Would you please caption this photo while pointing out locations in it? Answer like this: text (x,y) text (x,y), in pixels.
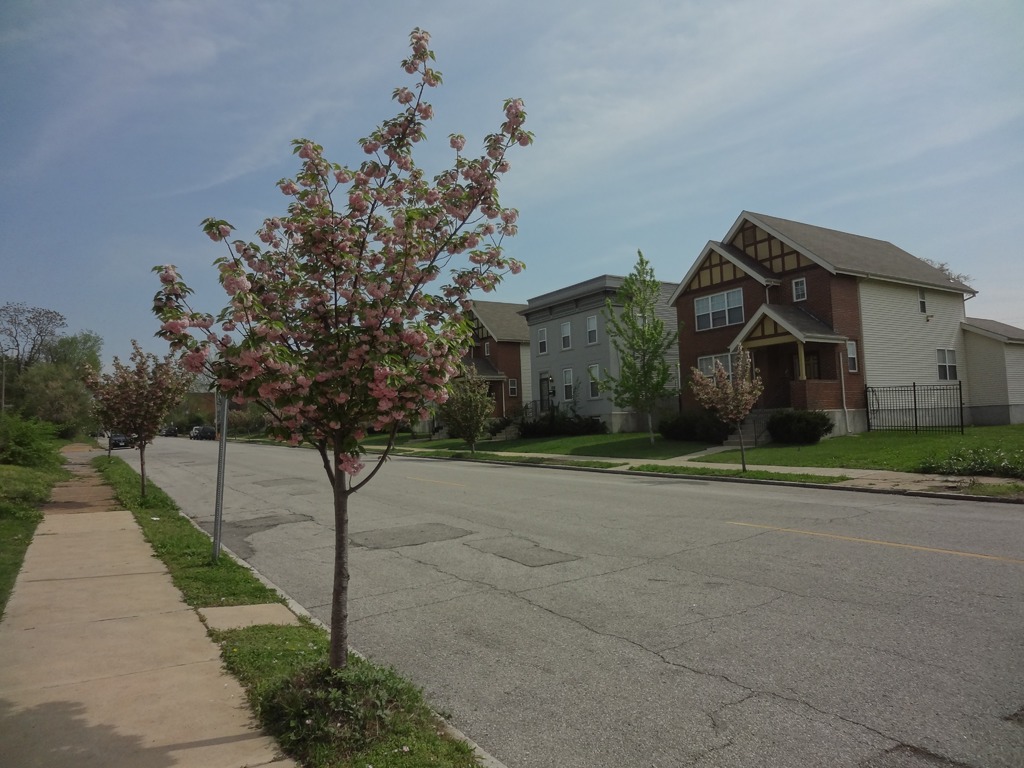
In this picture we can see brown color house (748,318) with roof tiles (838,258). In the front (502,474) center there is a road (480,564) and on the left side (324,263) we can see the small tree (331,416).
